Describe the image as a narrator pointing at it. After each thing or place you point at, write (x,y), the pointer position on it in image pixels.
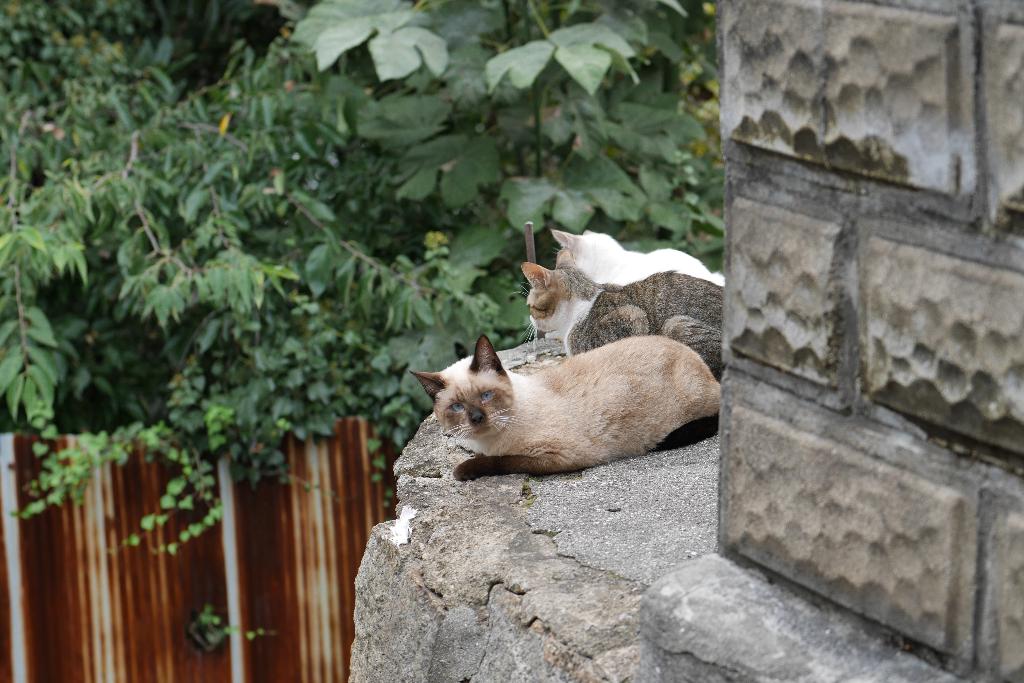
In this picture we can see three cats (627,270) sitting on the wall (674,570), roof sheets (338,532) and in the background (431,268) we can see trees (409,237).
